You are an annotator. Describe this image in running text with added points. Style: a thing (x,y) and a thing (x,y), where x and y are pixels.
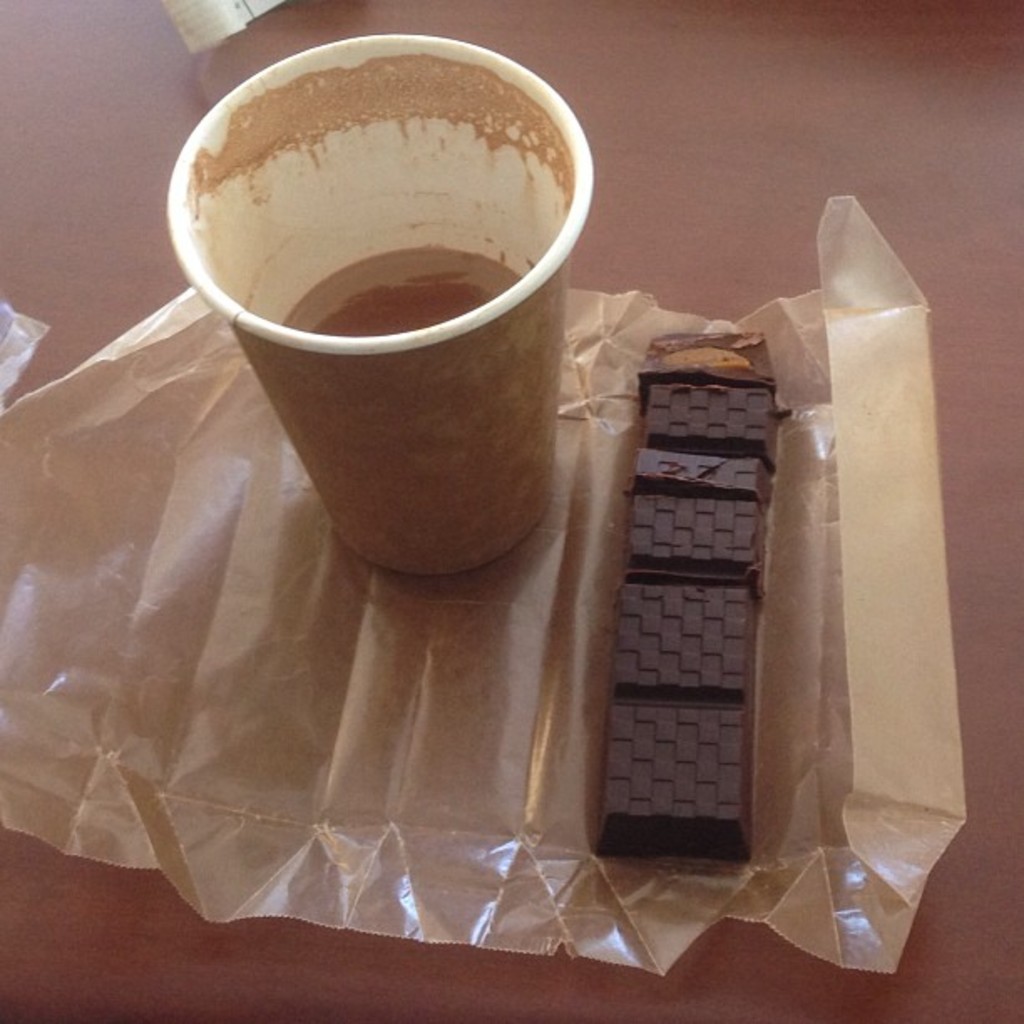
A half filled coffee cup (374,171) with a chocolate bar (631,566) and wrapper (596,541) on a table (695,35). The color of the table (648,216) is brown.
